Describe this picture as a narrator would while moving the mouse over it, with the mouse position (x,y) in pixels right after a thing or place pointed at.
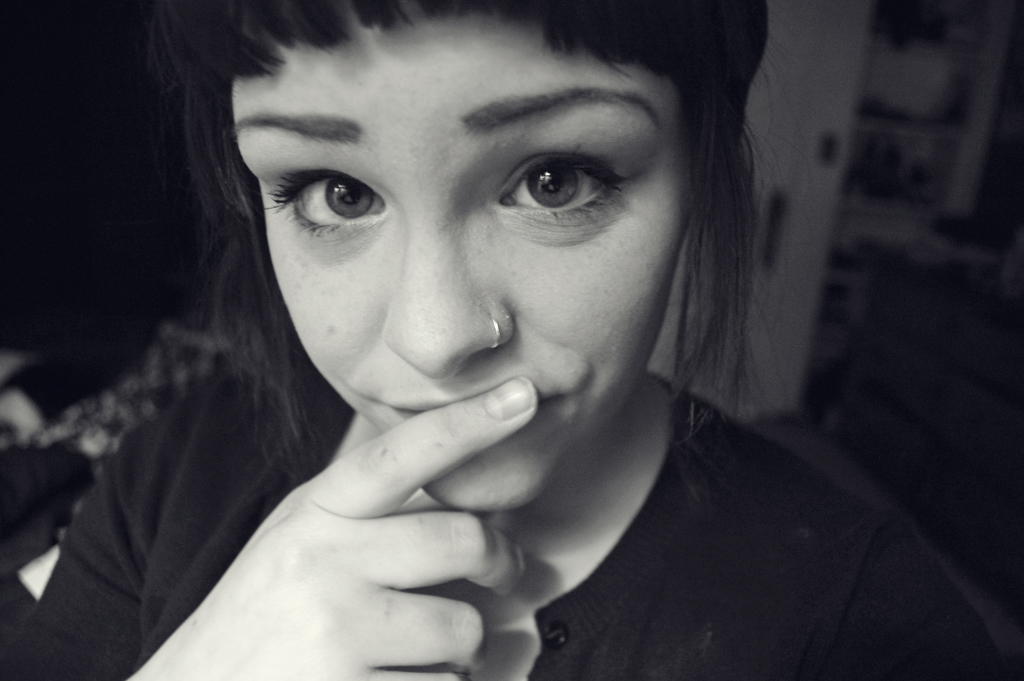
In this image I can see a woman (324,337) in the front (731,215). I can also see this image is black and white in colour.
